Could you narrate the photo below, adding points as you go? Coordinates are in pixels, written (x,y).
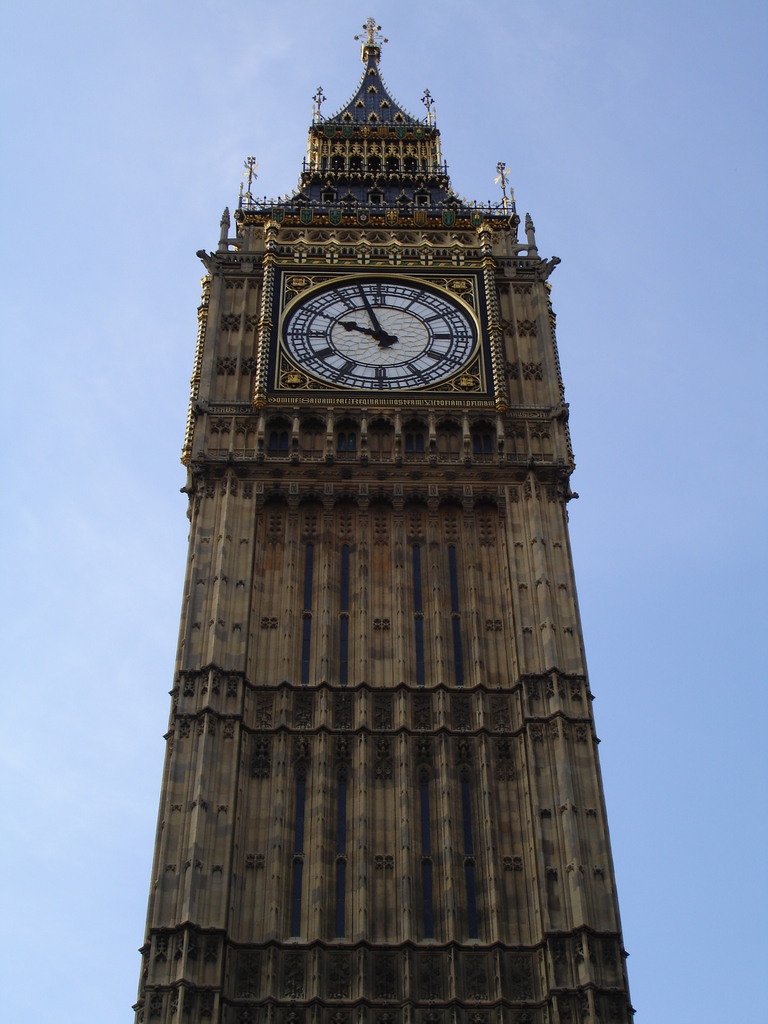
In the image we can see there is a clear sky (644,541) and in between there is a clock tower (430,307) and the clock (427,304) shows ten o'clock.
